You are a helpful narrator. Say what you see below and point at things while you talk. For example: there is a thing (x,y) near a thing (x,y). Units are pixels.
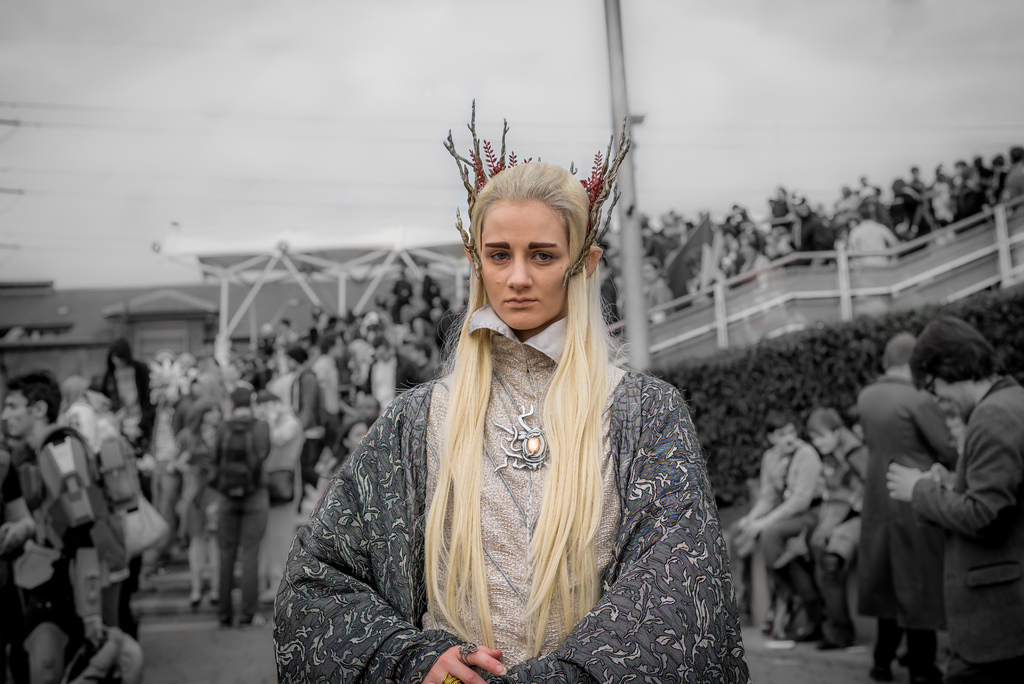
This is an edited image. Here I can see a woman (544,392) wearing a costume (516,516), standing and giving pose for the picture. The background (53,356) is in black and white colors. In the background (964,197), I can see a crowd of people (776,250) standing and walking. On the right side (817,493) two persons (808,469) are sitting. Behind them there are plants (767,411). In the background (343,274) there are few tents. At the top of the image (243,93) I can see the sky (325,69).
